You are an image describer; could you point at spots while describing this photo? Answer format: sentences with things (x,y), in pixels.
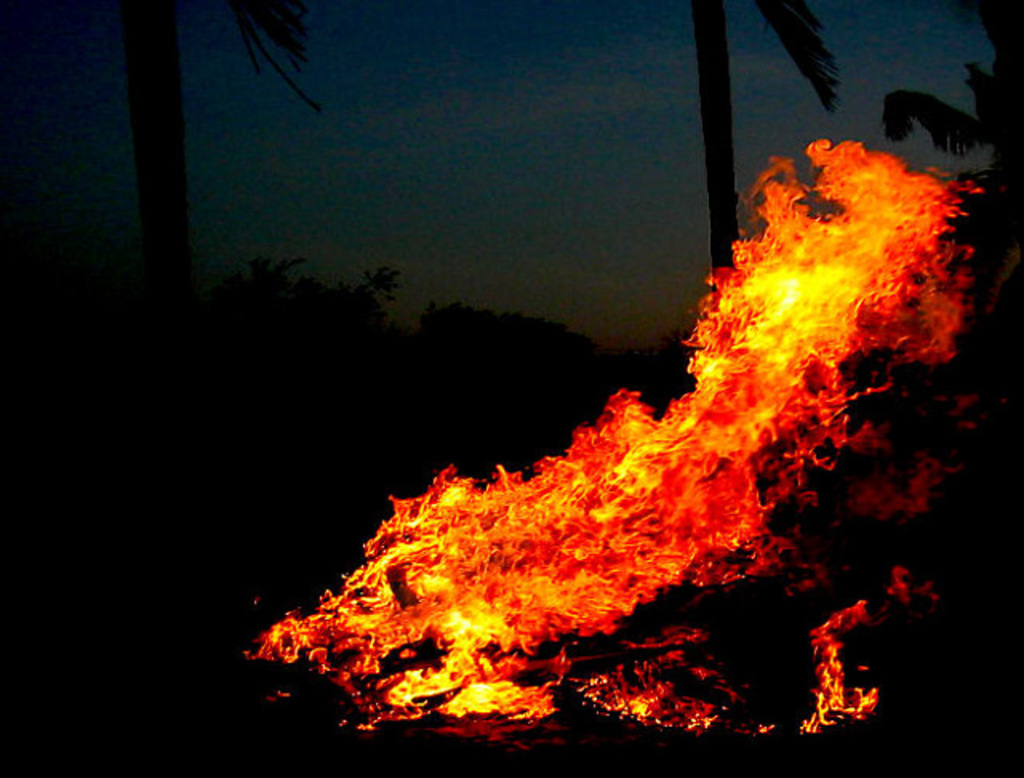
Here we can see fire (818,695) and there are trees (413,341). In the background (645,186) there is sky (528,169).
